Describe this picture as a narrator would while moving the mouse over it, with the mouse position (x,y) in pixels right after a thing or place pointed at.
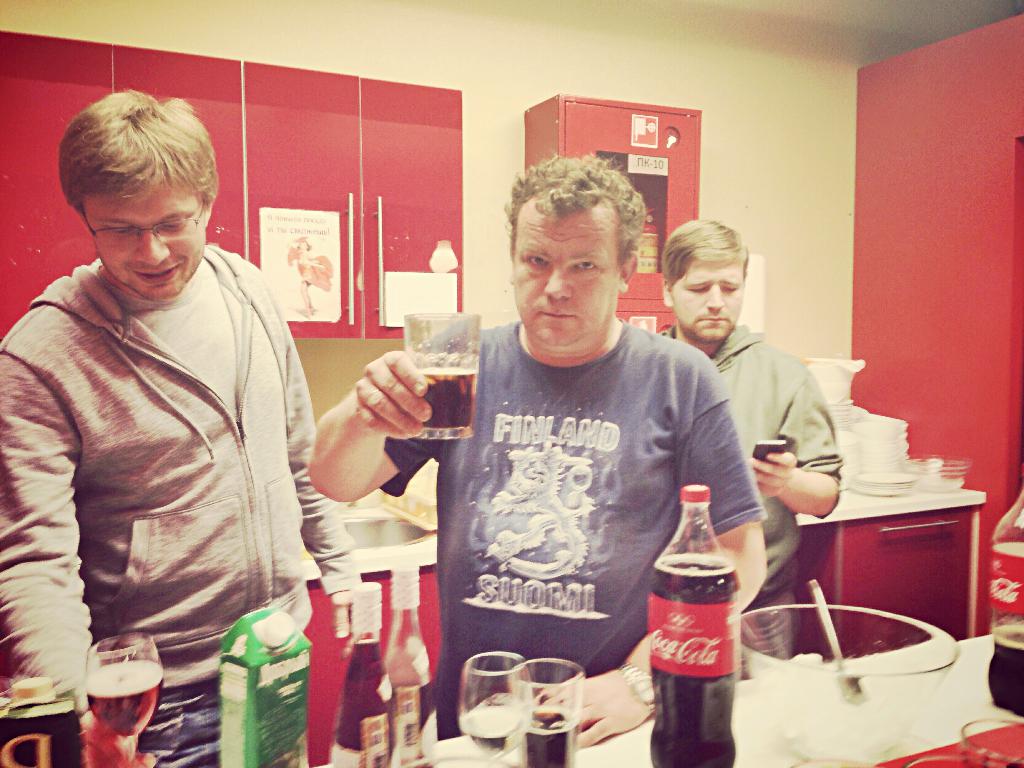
In this image i can see three man (550,490) standing, a man (620,433) standing at front (611,467) holding a glass (453,374), there are few bottles (728,656), glasses (567,717), bowl (775,703) on a table (767,752) at the back ground (400,193) i can see a cup board (288,144) and a wall (506,100).
